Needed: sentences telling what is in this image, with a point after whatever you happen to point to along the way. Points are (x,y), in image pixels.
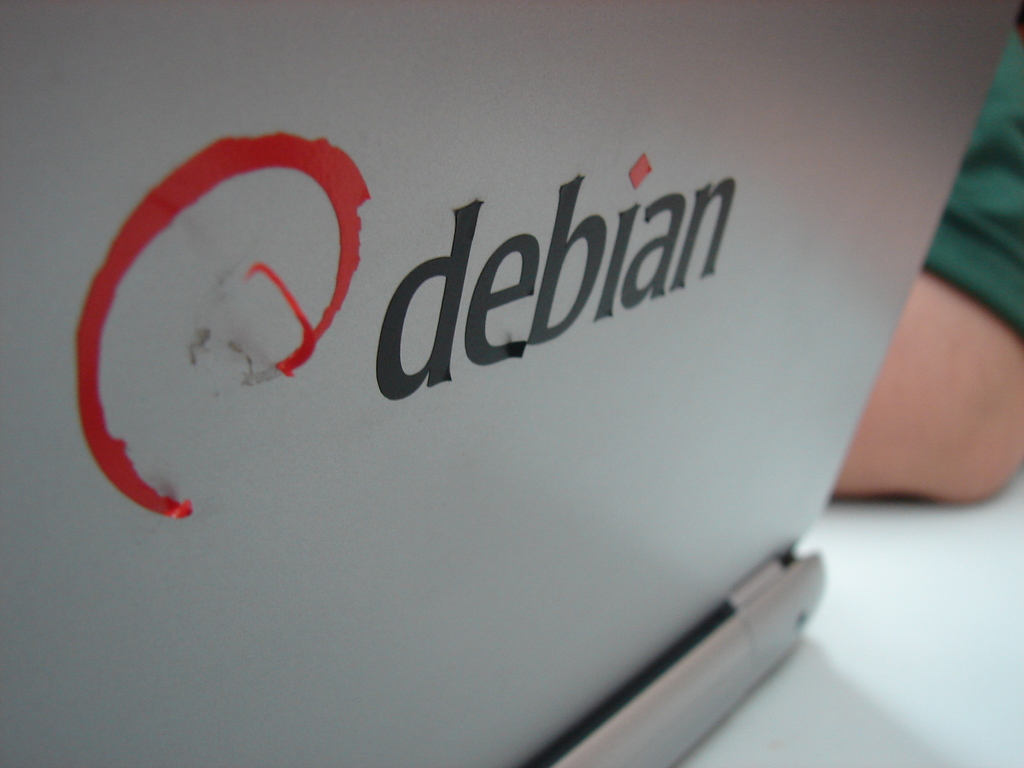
In this image we can see a laptop (765,471) with text (511,274) placed on the surface (949,671). In the background (950,416), we can see the hand (979,342) of a person (955,387).
